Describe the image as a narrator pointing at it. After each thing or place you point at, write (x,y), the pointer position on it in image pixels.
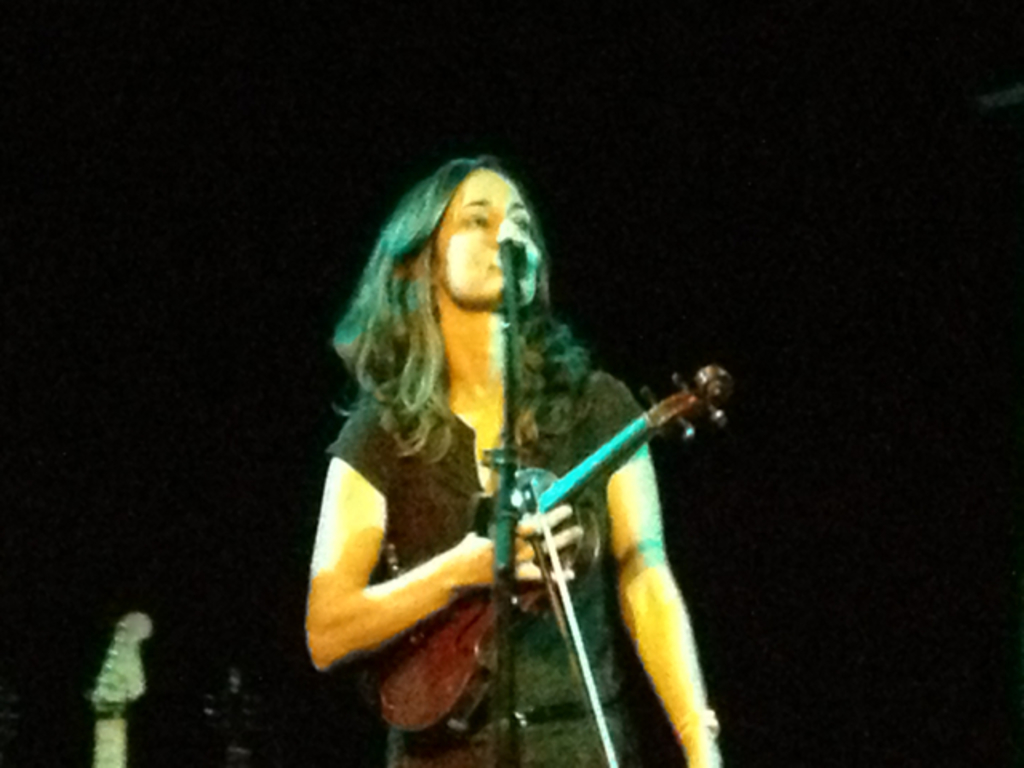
Blur image. This woman (451,461) is holding violin (463,600) and singing in-front of mic (509,259).
